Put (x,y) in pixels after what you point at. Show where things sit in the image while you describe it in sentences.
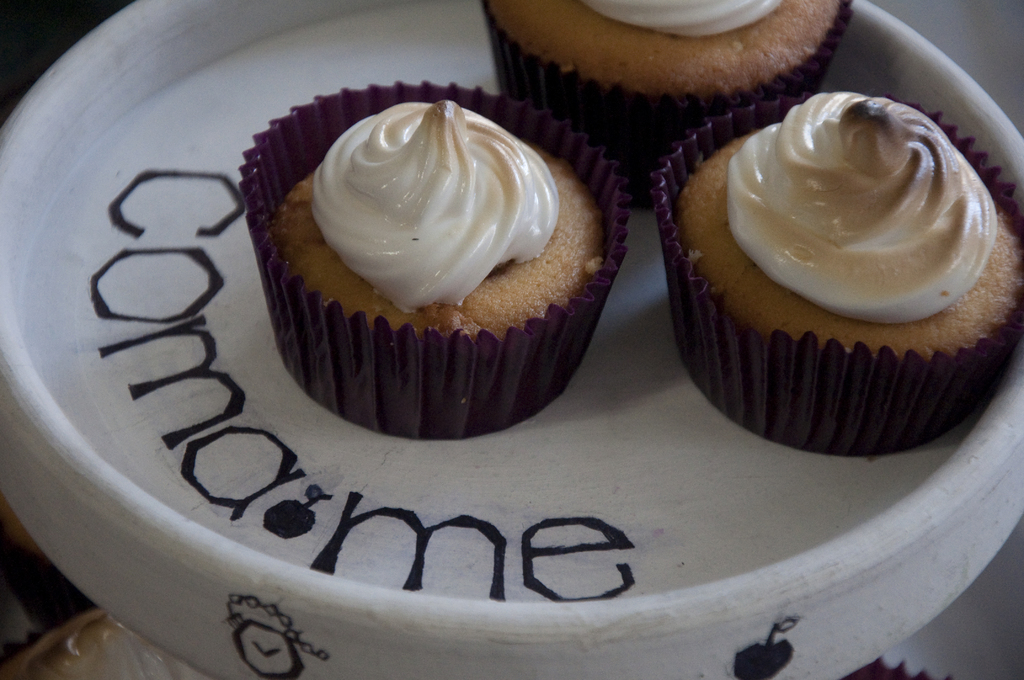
In this picture we can see cupcakes (526,346) in the bowl (563,470).
